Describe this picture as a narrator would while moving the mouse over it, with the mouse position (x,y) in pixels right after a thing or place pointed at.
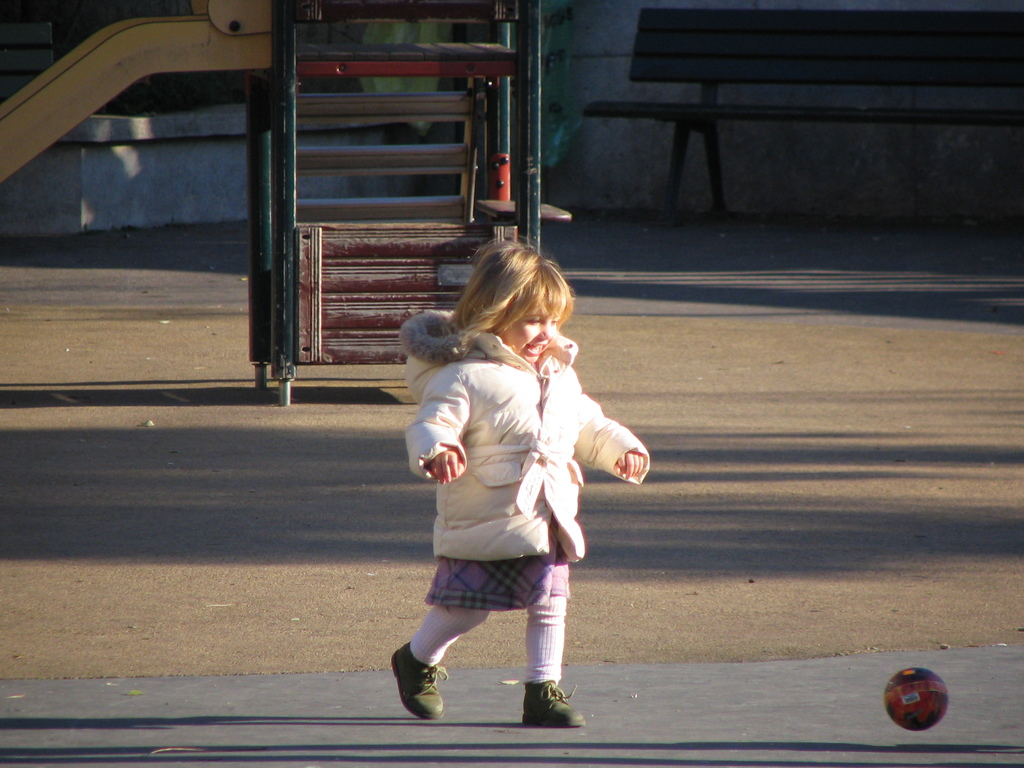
In this image I can see a girl (410,699) is walking in the front (422,638) and I can see she is wearing white colour jacket (516,495) and green shoes (435,702). On the right side of this image (910,674) I can see a red colour ball (917,691). In the background (277,486) I can see shadows (603,484) on the ground (262,419), a slide (45,78) and on the top right side of this image (685,46) I can see a bench (995,54).
